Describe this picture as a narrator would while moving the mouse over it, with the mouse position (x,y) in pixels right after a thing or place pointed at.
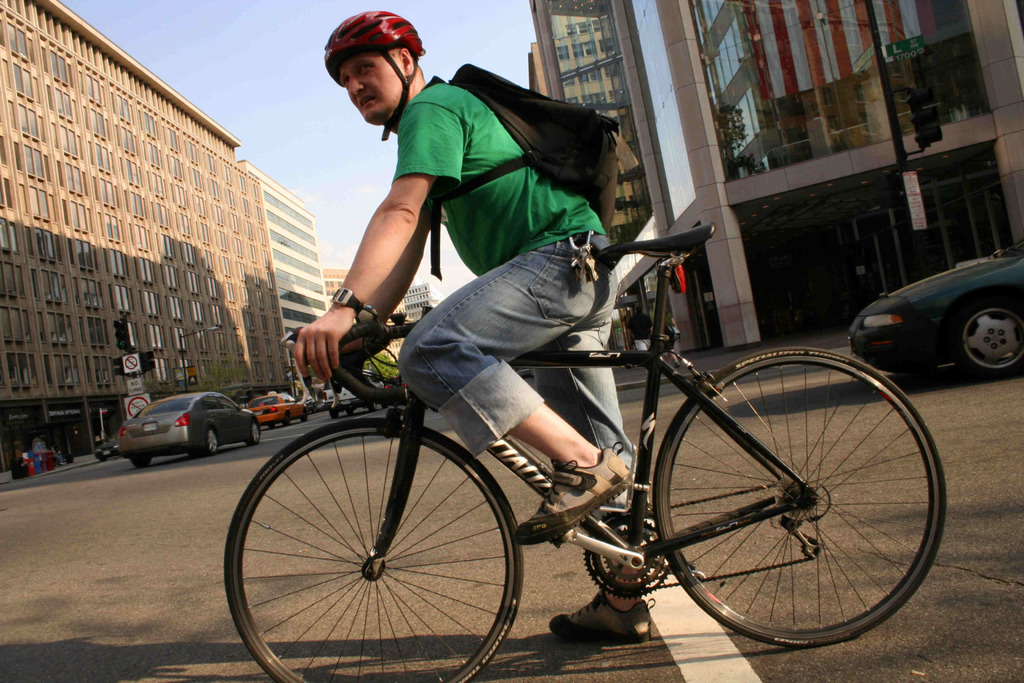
In this image i can see a person (468,154) wearing the helmet (385,20), green t shirt (473,149) and the bag (549,170) riding the bicycle (484,477). In the background (219,257) i can see few buildings (304,291), few vehicles (295,407), few sign boards (143,388), a traffic signal (119,348) and the sky (198,43).
